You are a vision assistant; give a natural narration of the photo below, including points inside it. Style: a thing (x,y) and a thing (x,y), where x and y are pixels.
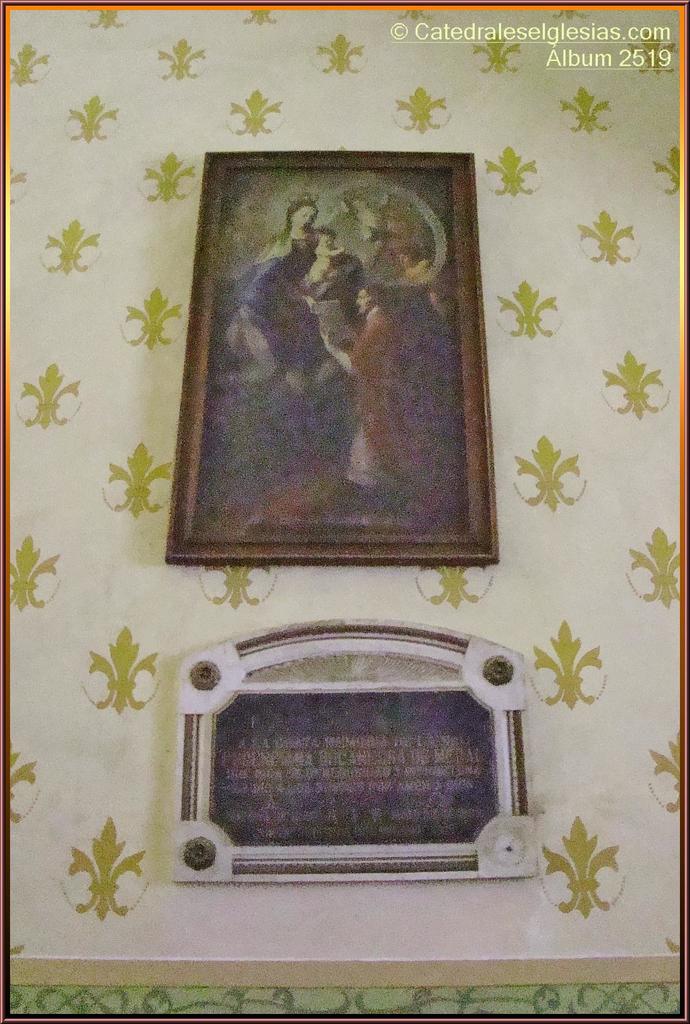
In this picture there are two photo frames (308,516) attached on a designed wall (489,609) and there is something written in the right top corner (509,43).
